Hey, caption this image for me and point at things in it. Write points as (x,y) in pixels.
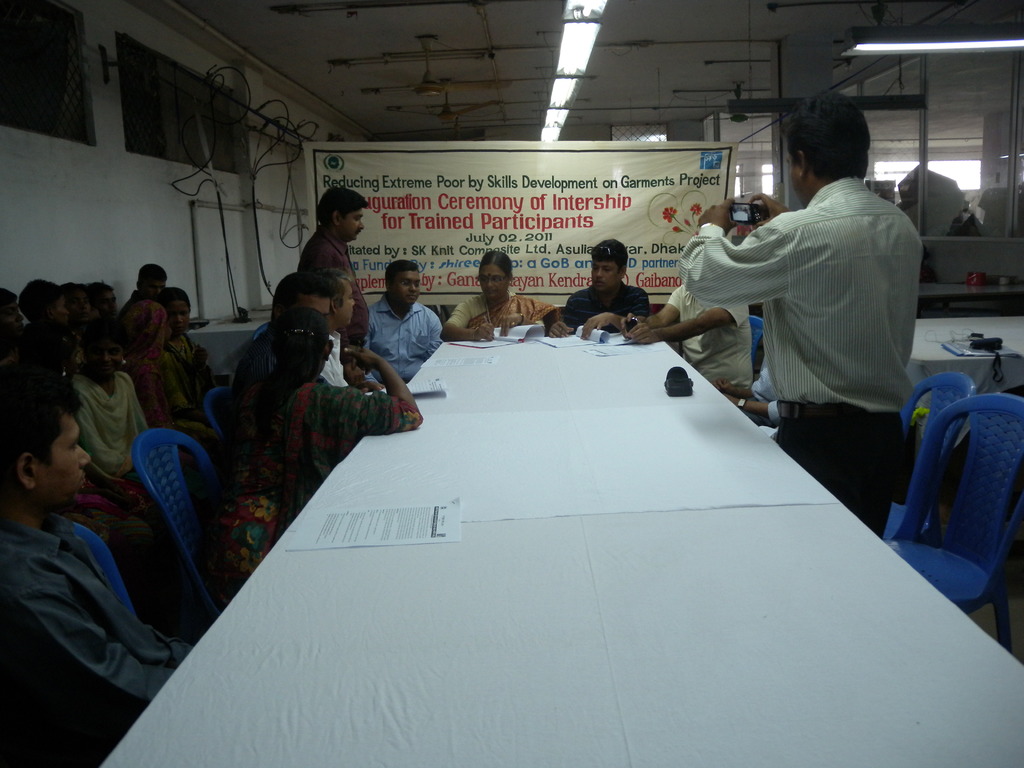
In this image I can see group of people (690,353) sitting. In front (890,290) I can see few papers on the table (541,607) and I can also see the person (844,305) standing and holding some object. In the background (607,159) I can see the banner (625,168) in cream color and I can see few lights (601,1) and the wall (125,205) is in white color.
